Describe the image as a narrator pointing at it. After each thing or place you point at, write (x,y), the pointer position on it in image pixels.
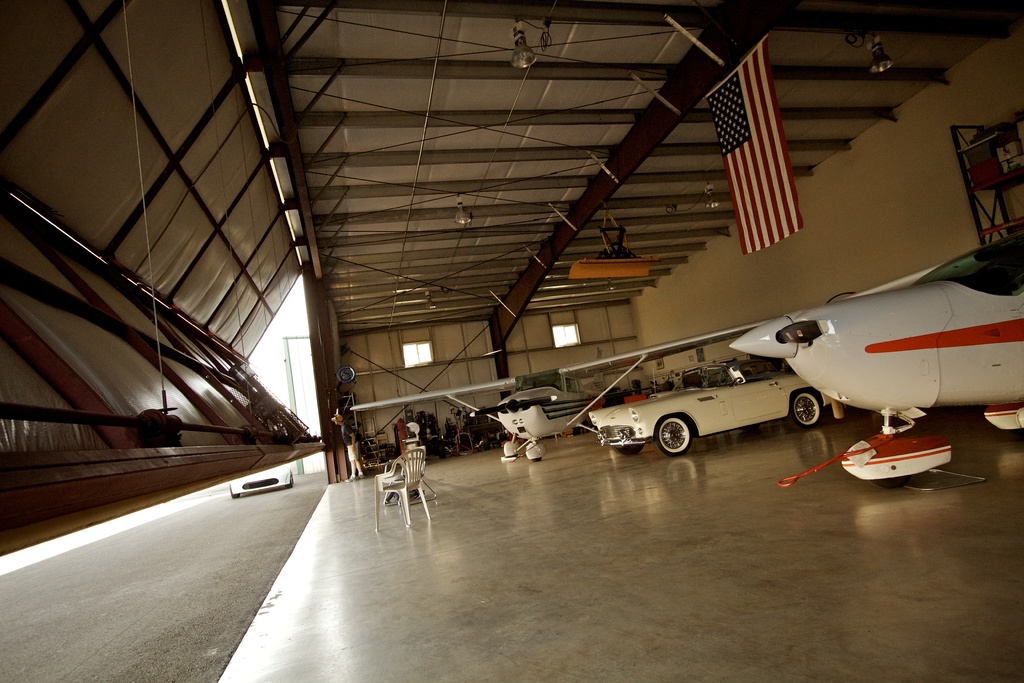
On the right side (809,380), there are two aircraft (895,414), a vehicle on the floor (729,499). Above them, there are a flag (781,199) and lights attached to the roof (583,29). On the left side (263,505), there is a vehicle (280,479) on the road (283,504) and there is a person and a chair (396,477) on the floor (699,489). In the background (410,346), there are two windows (567,326) and a pipe (286,336). And the background (288,351) is white in color.
